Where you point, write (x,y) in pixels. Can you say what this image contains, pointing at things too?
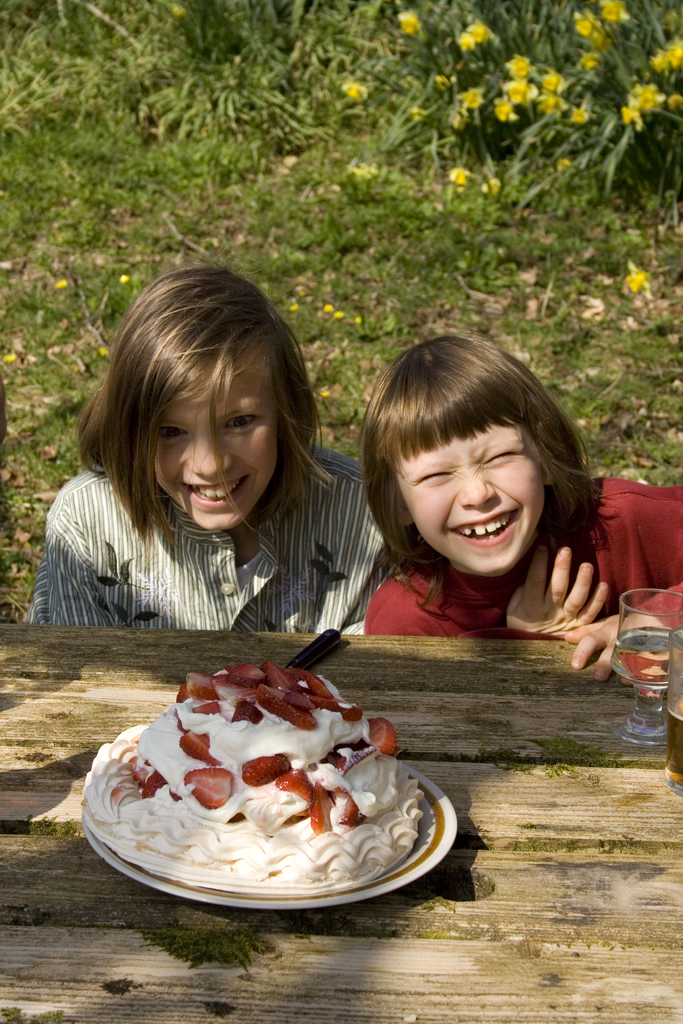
On the left side (197,384), there is a child (169,335) in a shirt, smiling. On the right side (667,533), there is another child (639,523) in red color T-shirt (496,580), smiling and placing a hand (563,624) on a wooden table (546,681), on which there is a cake (381,737) arranged on a white color plate (159,880) and there are two glasses (665,650). In the background (673,49), there are plants (496,10) having yellow color flowers (655,65) and there's grass (8,226) on the ground (375,279).
